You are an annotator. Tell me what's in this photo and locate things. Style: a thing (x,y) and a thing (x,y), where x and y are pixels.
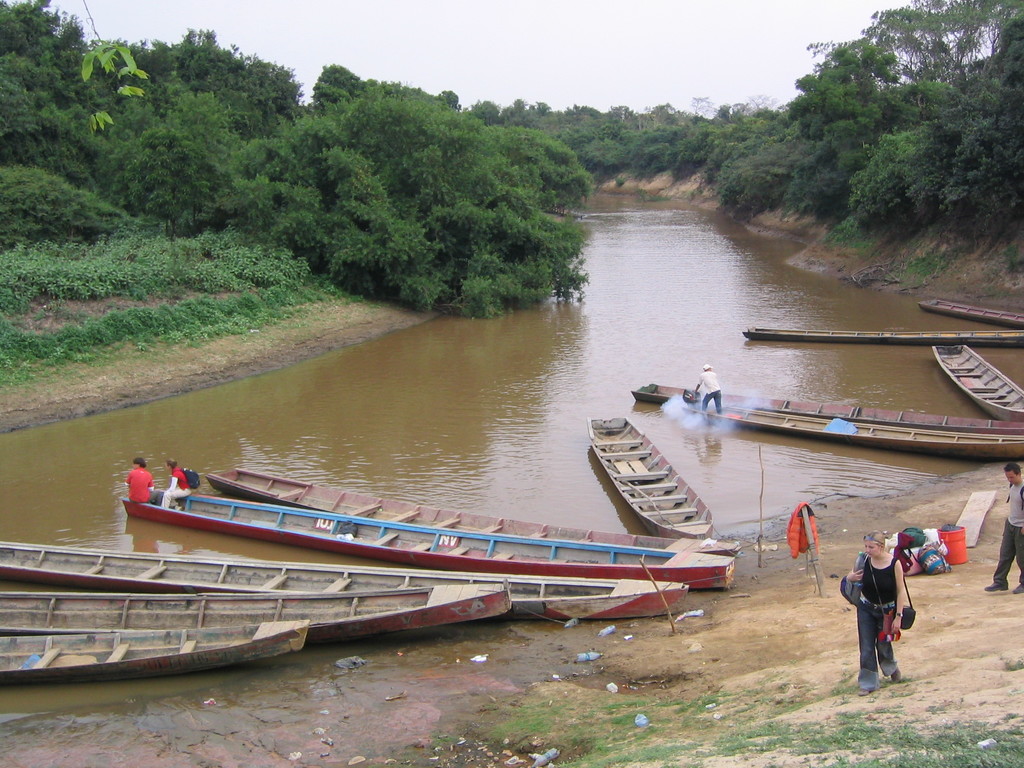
In this image there are so many boats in the water (523,494) also there are some people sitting on few boats (475,531), beside that there are so many trees (983,4).
